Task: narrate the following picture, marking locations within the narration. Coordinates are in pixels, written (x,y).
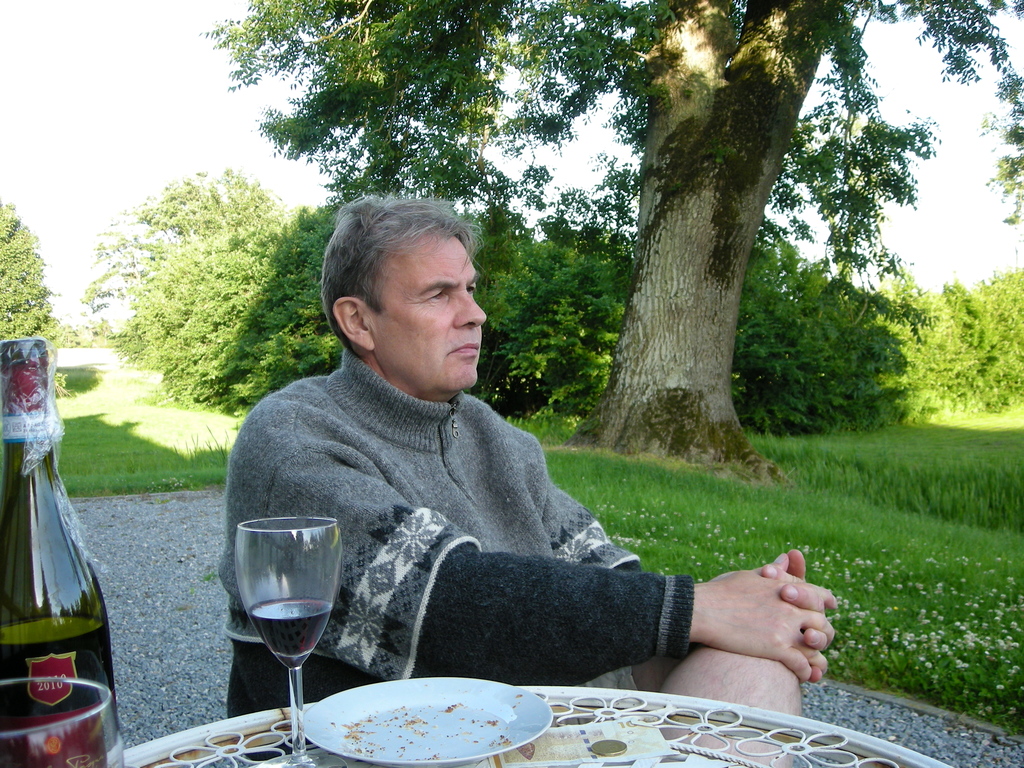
This picture is taken in a garden (1000,655). In the foreground of the picture (361,734) there is a plate (348,722), glass (279,612) and a bottle (49,576). In the center (433,483) a man (464,563) is seated. On the center (671,359) there are trees (596,273). On the right (974,332) and left there are trees (904,373). There is grass (835,515). In the picture sky (110,170) is cloudy.
